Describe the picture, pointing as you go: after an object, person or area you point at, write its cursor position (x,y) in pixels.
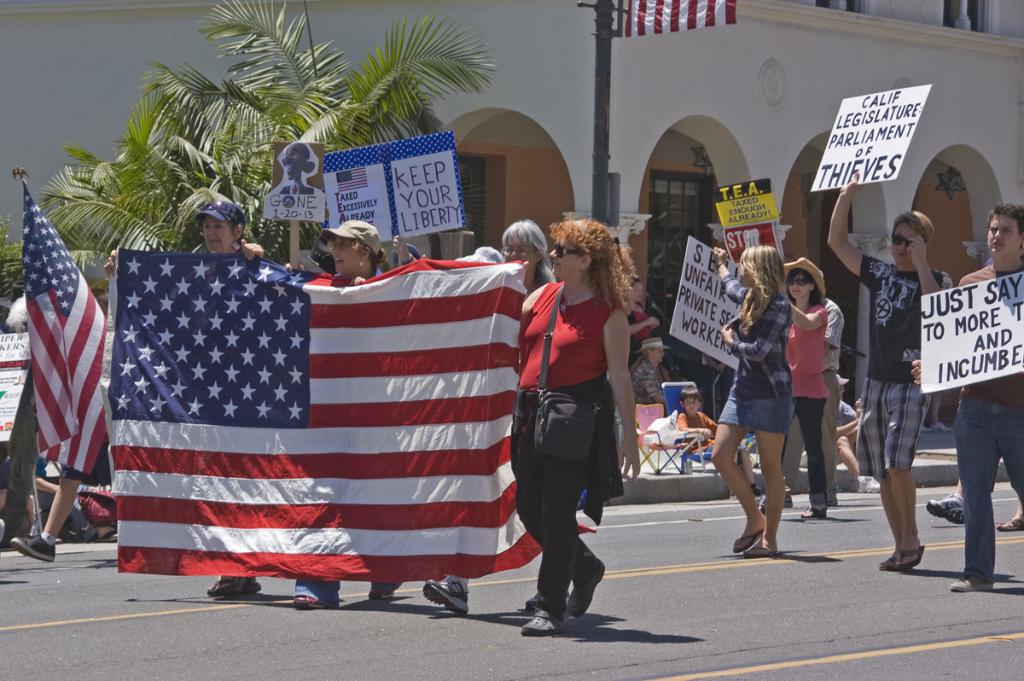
In this image we can see a group of people (537,485) walking on the road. In that some are holding the flags (310,526). We can also see the boards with some text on them. On the backside (643,360) we can see some people (658,349) sitting. In that a person (692,446) is sitting on a chair (711,453). We can also see a building (527,94) with windows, the flag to a pole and some plants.
